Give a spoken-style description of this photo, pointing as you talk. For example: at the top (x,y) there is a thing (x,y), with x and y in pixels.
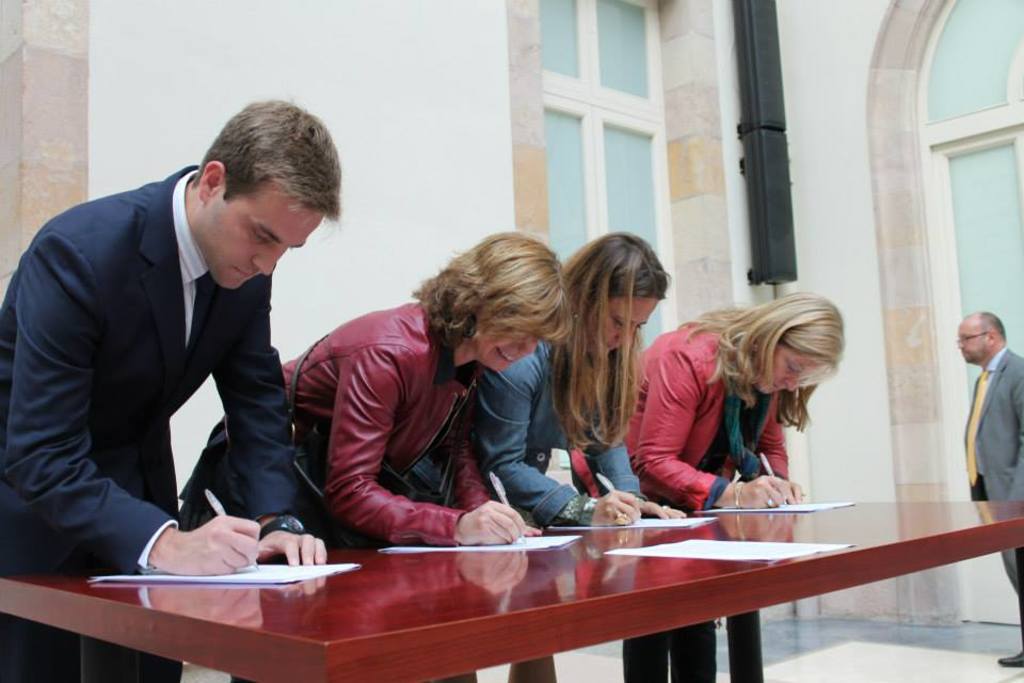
In this Image I see a man (169,277) and 3 women (769,457) who are holding the pens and there are papers (699,525) in front of them and they are on the table (926,512). In the background (981,274) I see the window (643,51) and there is a man (1007,409) standing over here.
